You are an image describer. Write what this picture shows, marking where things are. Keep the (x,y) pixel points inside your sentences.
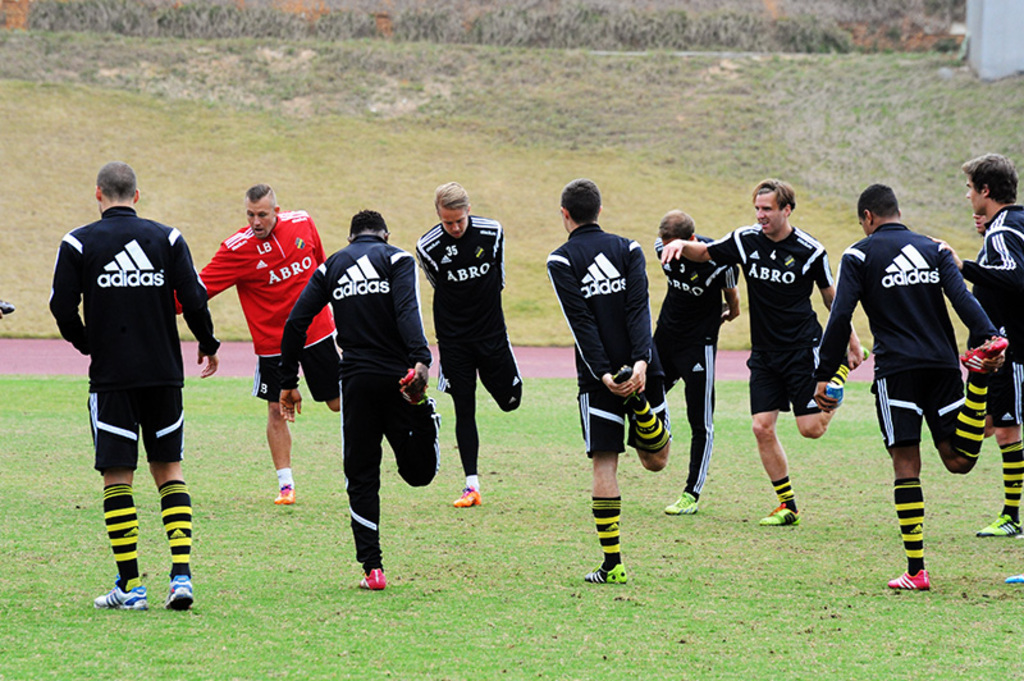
In this image we can able to see a group of people (785,508) standing on the ground (203,413), and some of them are holding their legs (634,409) with their hands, and there is a guy (265,288) who is wearing red color t-shirt (294,294) and there is an ABRO (299,263) on his t-shirt (268,281) and most of them are wearing black color t-shirts (475,306) and there is adidas sign (118,268) on their t-shirts (145,270).
